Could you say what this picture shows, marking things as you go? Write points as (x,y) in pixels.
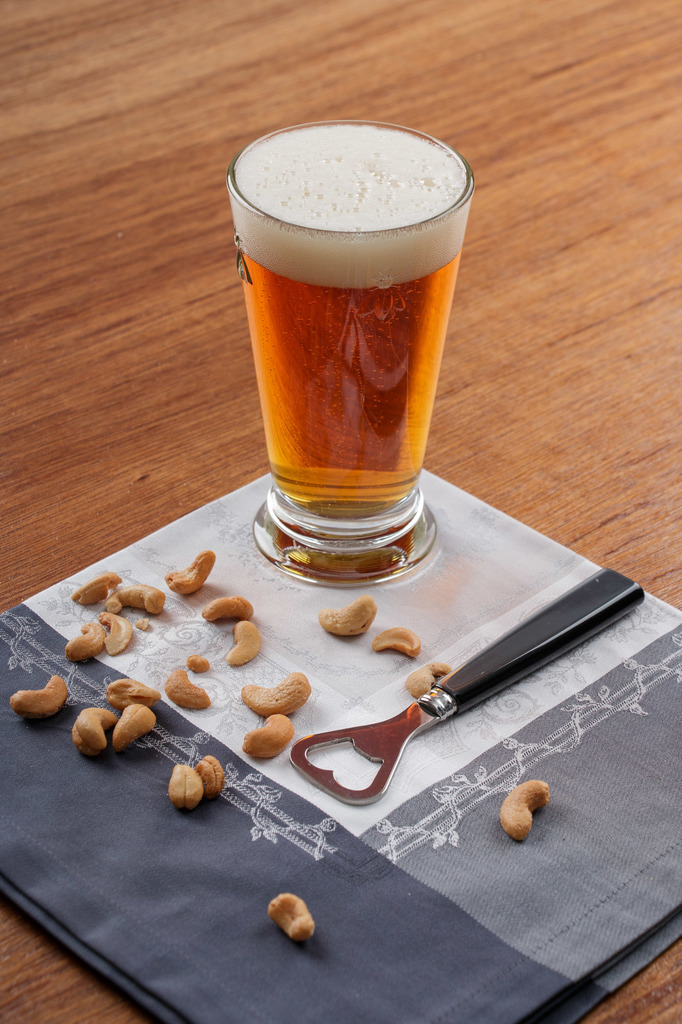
In this picture we can see a glass (407,414) with drink (420,405) in it, here we can see a cloth (514,570), bottle opener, cashews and these all are placed on a platform (575,100).
